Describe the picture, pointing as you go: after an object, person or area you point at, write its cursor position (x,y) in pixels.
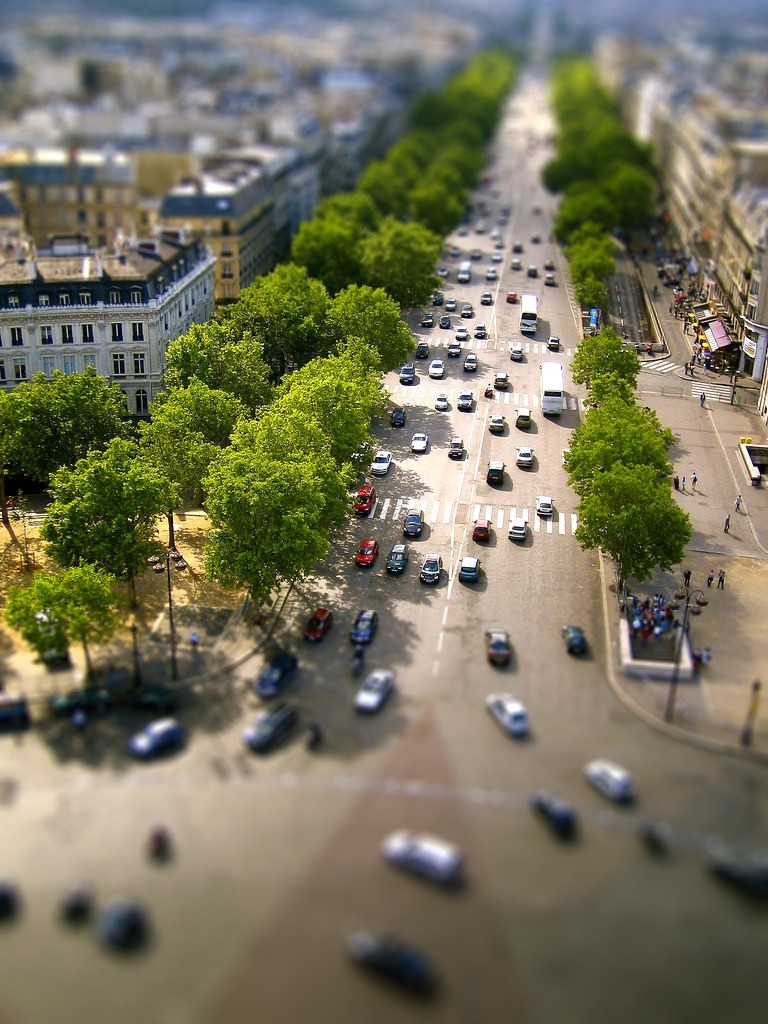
As we can see in the image there are buildings (217,217), trees (597,295), few people (657,604) walking here and there and there are vehicles (400,409) on road (339,626). The background (372,44) is blurred.
